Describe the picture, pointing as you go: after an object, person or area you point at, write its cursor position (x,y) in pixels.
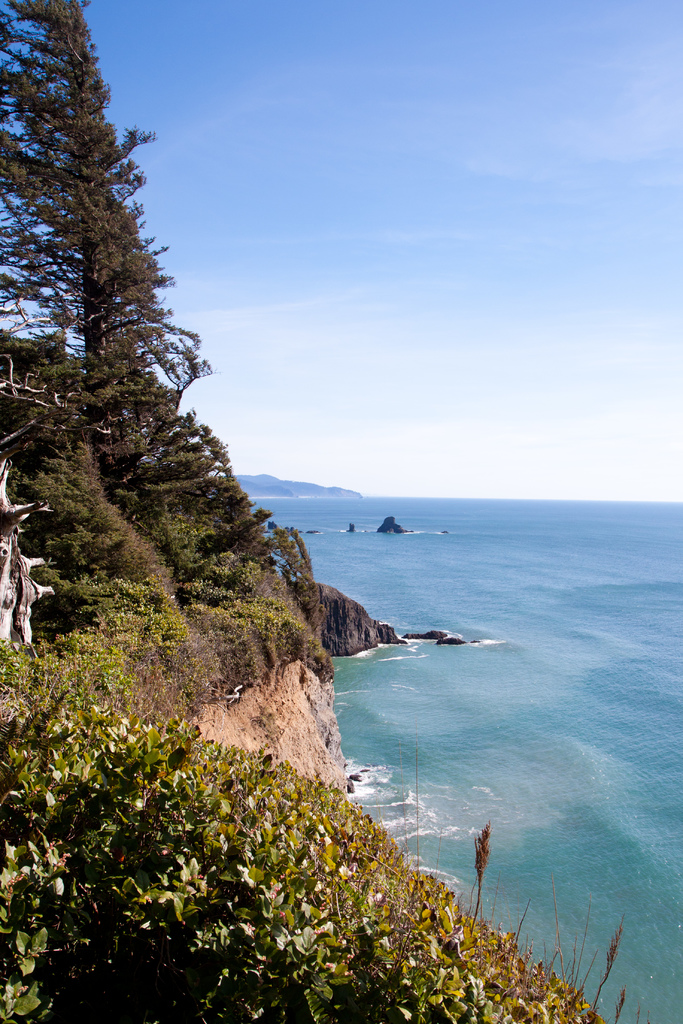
In this image in front there are plants (115,853). On the right side of the image (543,748) there is water (491,594). There are rocks (400,527). In the background of the image (336,467) there are mountains (300,491) and sky (467,205).
